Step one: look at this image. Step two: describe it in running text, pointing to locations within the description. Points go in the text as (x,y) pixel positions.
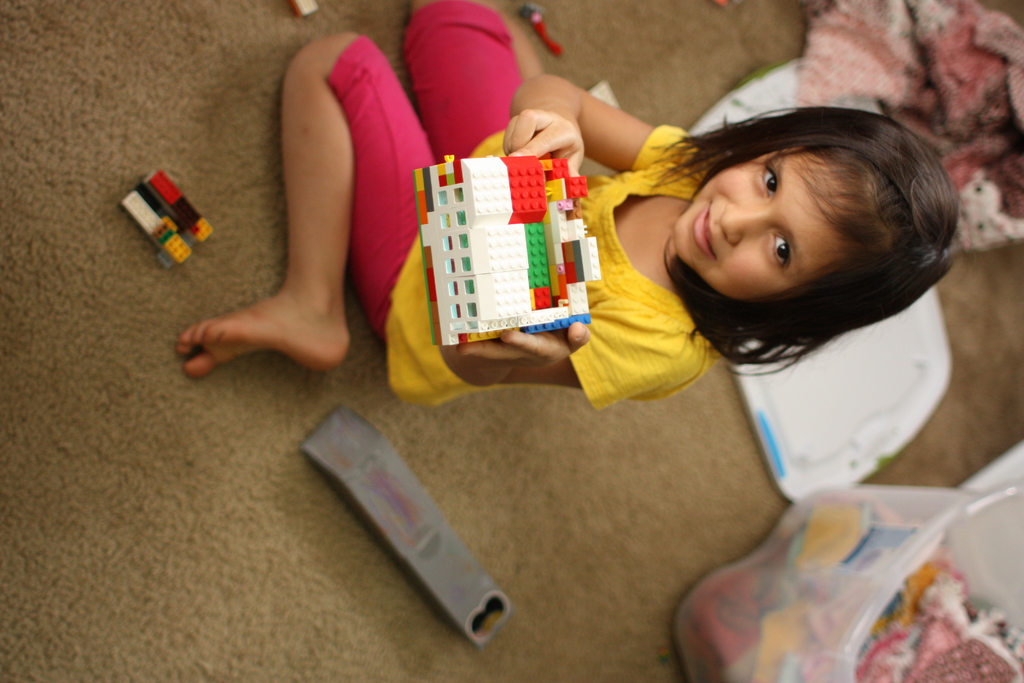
In this image I see a girl (473,104) who is sitting on the ground (786,10) and she is holding some blocks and there are few blocks (182,213) and a cover (779,398) beside to her.
